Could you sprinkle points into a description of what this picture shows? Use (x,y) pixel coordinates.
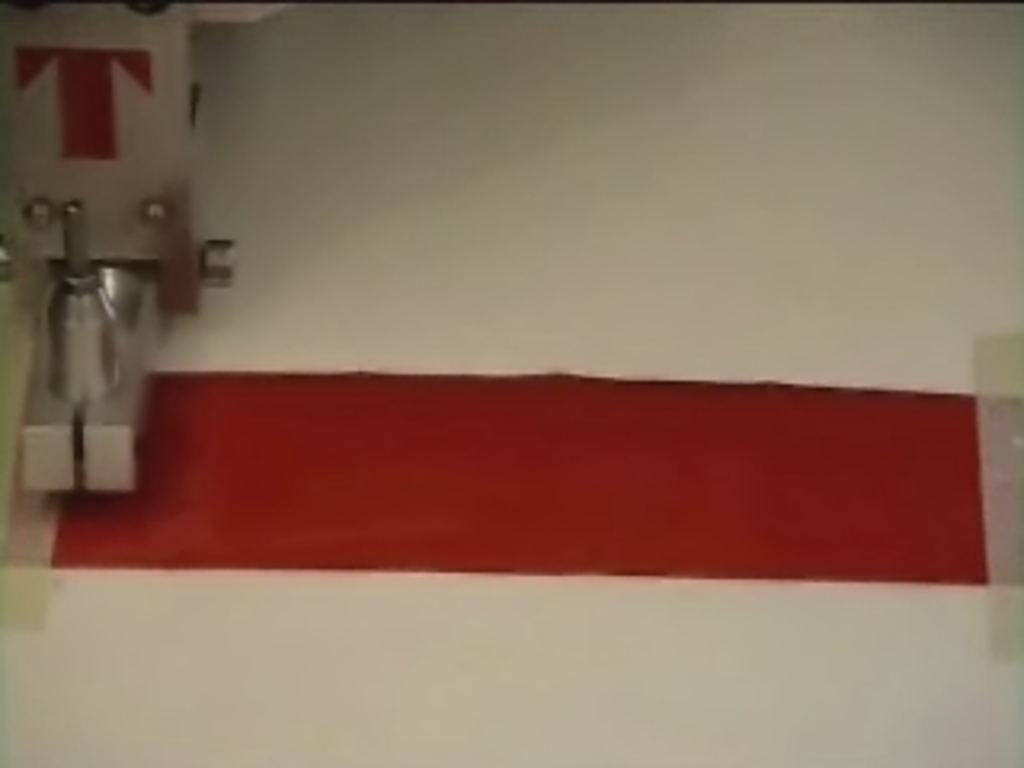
In this image, we can see a machine (122,288) on the left side (132,121), there is a red cloth (389,458) on the white surface (276,292).
